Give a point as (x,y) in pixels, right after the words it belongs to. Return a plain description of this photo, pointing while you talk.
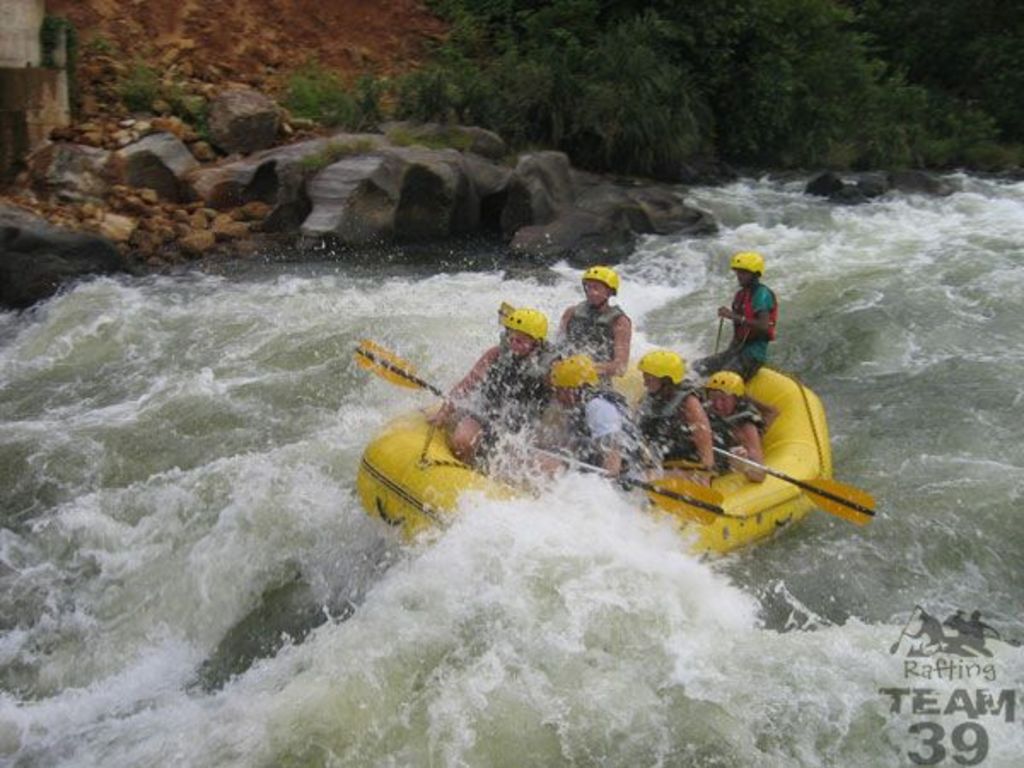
There are few persons (734,466) riding a boat (708,539). This is water (295,477). In the background (315,227) we can see rocks (641,186) and trees (875,93).
